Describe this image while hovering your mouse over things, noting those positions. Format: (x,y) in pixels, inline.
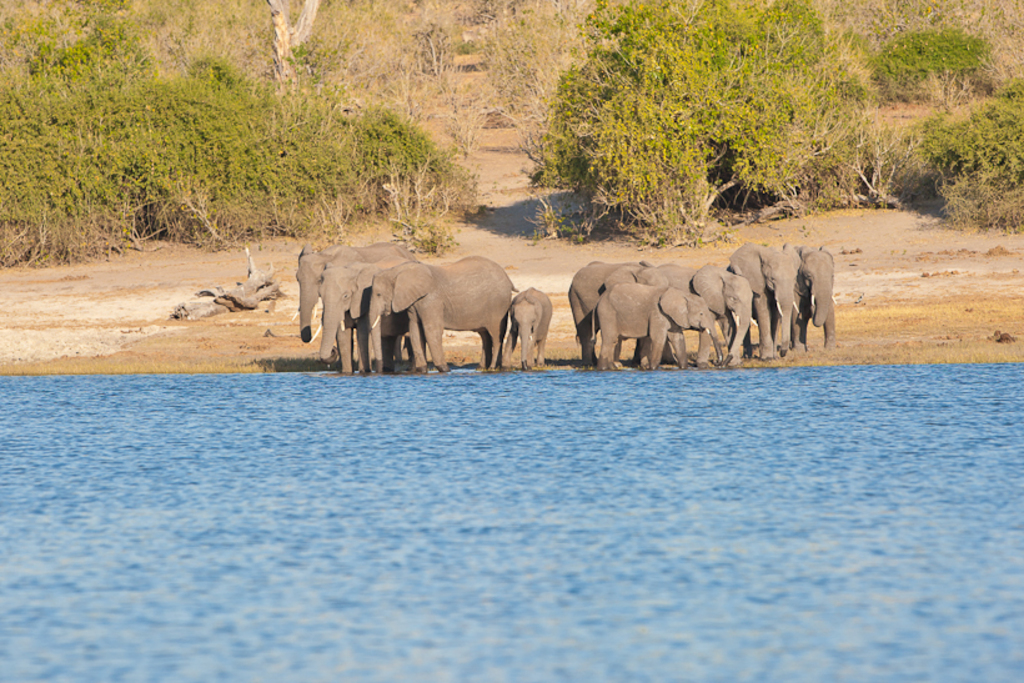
In this picture we can see a lake (301,470) and a herd of elephants (377,337). Behind the elephants (406,305) there are trees (175,141).
